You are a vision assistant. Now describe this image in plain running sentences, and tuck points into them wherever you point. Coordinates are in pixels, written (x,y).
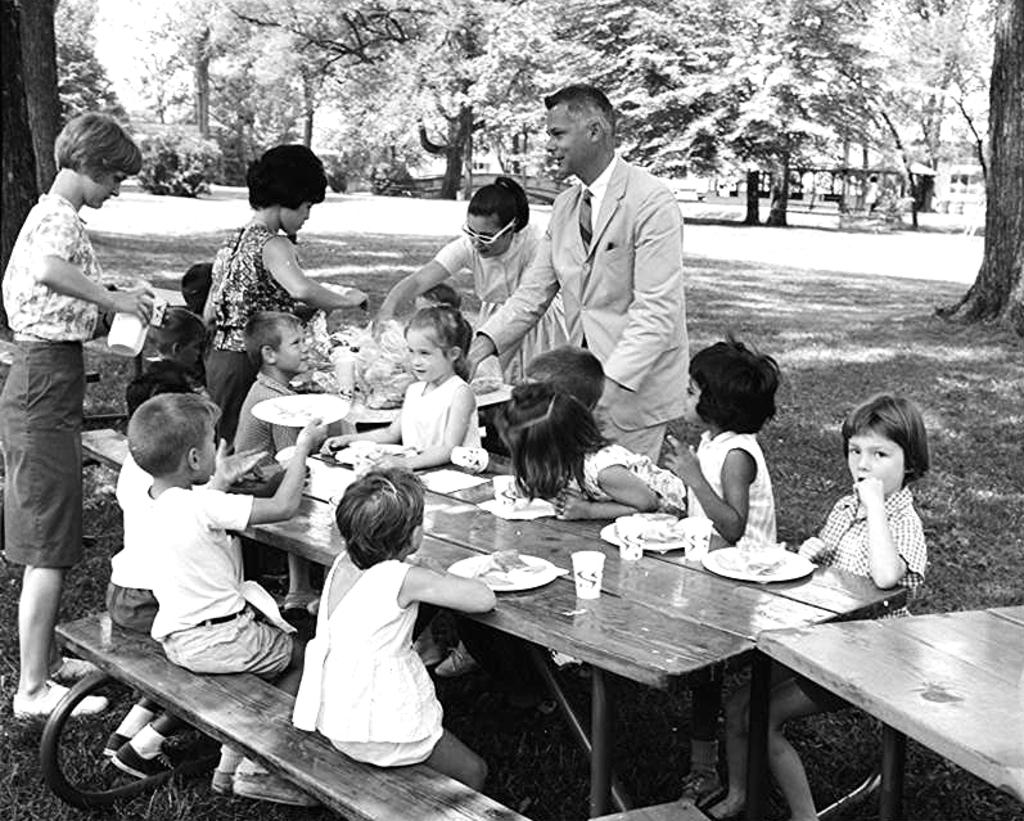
The picture is clicked inside a garden (1005,496) where there are kids (304,681) sitting on the table (670,616) and eating. There are few people (276,240) serving the kids (282,390) in the background (581,296). There are trees (843,152) and buildings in the background (346,134).
